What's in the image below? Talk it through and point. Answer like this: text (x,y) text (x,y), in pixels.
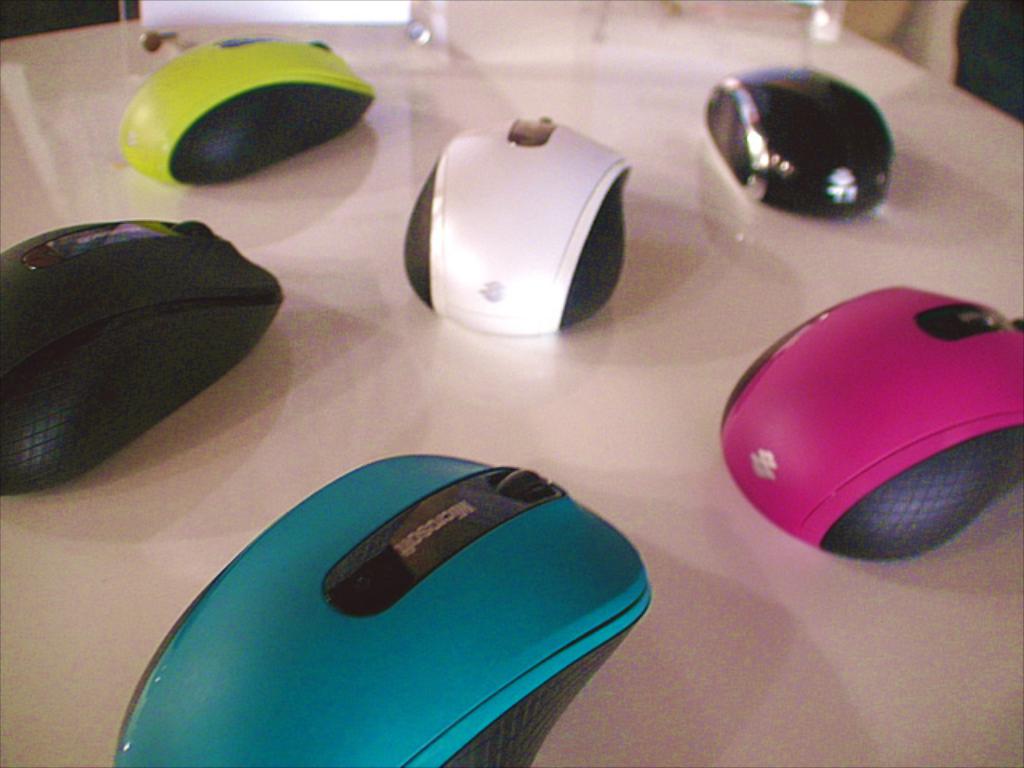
On this white surface (459,65) we can see different colors of mice (765,511).
